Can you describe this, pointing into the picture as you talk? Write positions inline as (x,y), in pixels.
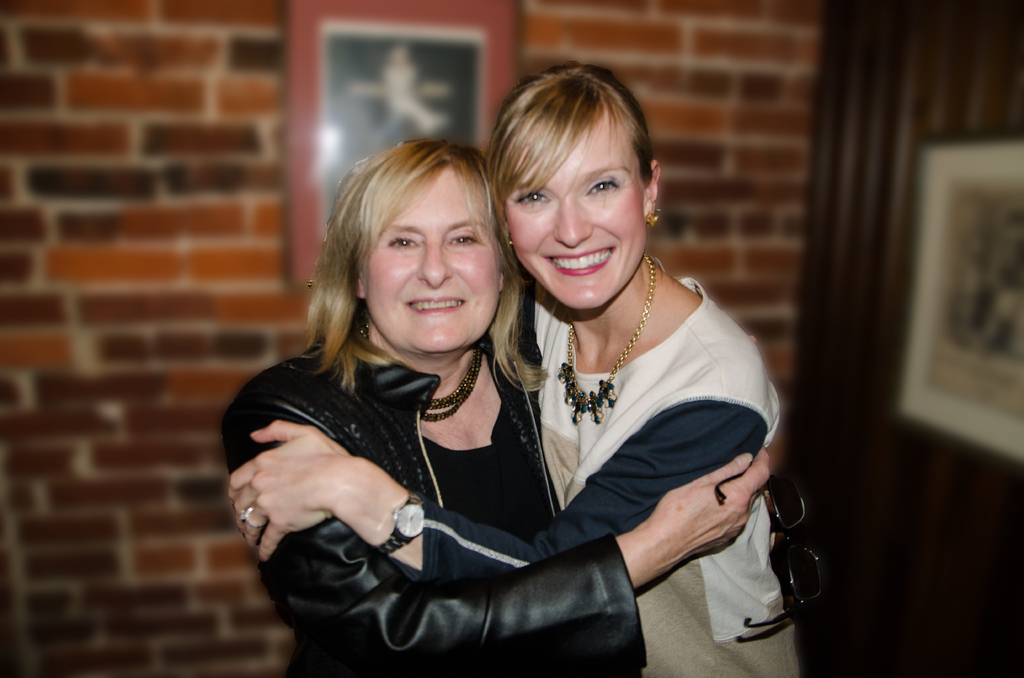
In this image in the foreground (641,332) there are two women (607,333) who are hugging each other, and in the background (729,105) there are photo frames (323,76), wall (190,103) and door (918,142).
